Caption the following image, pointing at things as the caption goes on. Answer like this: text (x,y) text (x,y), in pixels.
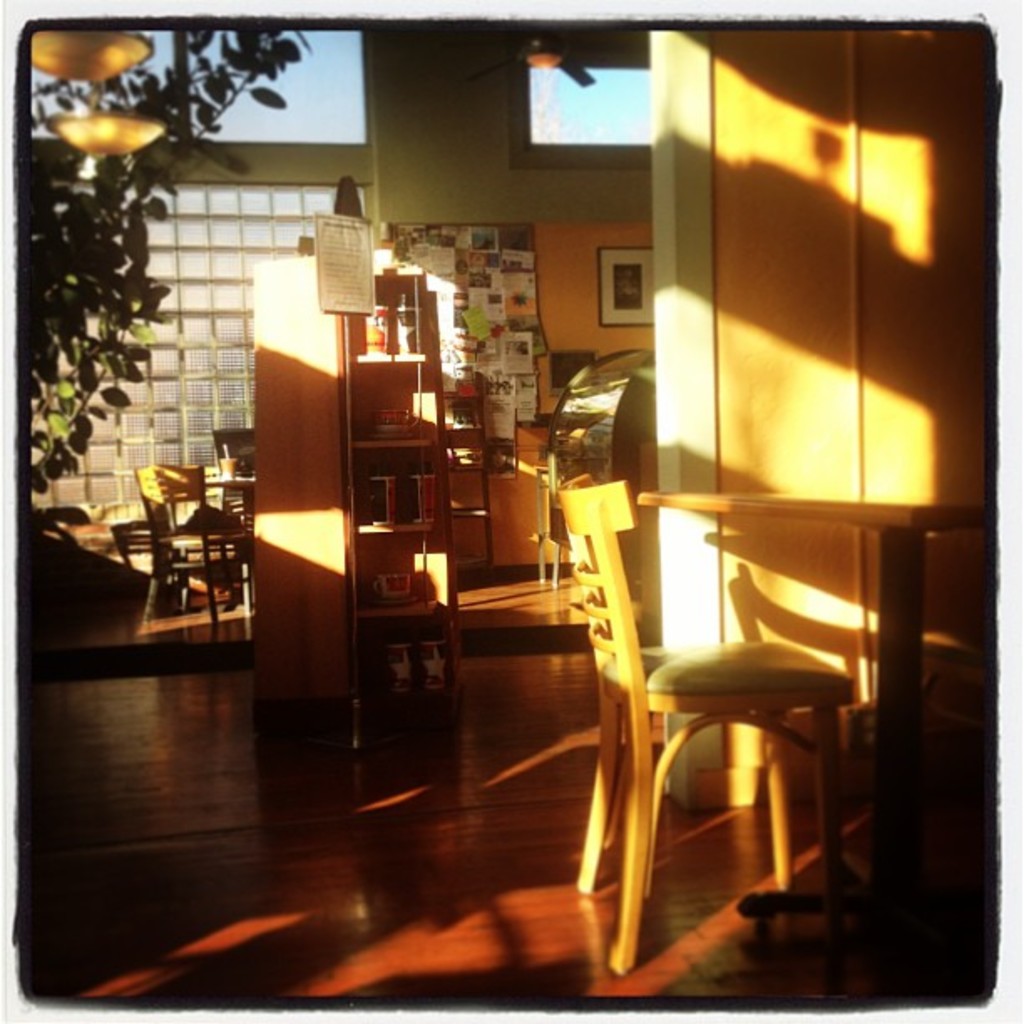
This image is taken indoors. At the bottom of the image (276,871) there is a floor (429,888). On the right side of the image (730,513) there is a table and an empty chair (717,645). On the left side of the image (161,552) there is a plant (143,230) and there are two chairs (178,558) and a table (234,490). In the middle of the image (445,653) there is a cupboard (325,419) with a few things (388,591). In the background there is a wall (858,465) with a window (176,291) and a picture frame (609,270).
